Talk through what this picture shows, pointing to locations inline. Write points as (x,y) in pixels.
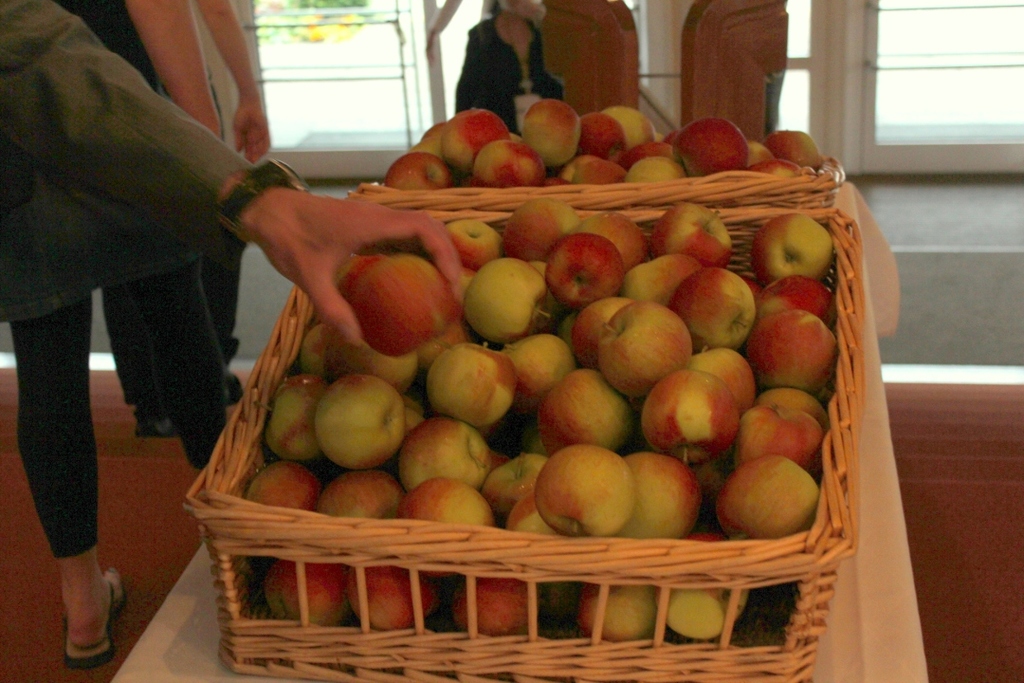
In this image in the middle (592,269), there is a basket (636,338) on that there are many apples (615,304). On the left (141,213) there are some people (172,171). In the background (277,137) there is a person (517,47), windows (361,41), glass (350,53) and floor (976,199).
